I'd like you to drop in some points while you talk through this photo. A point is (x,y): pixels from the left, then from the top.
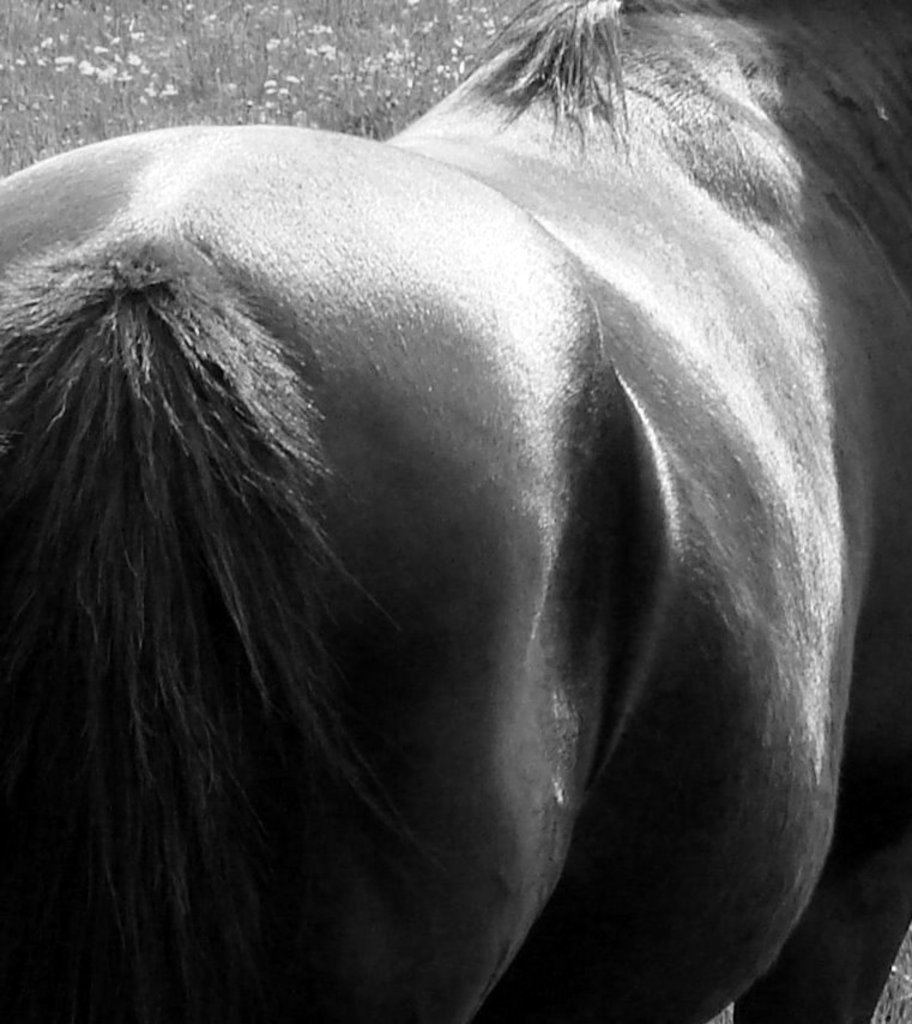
There is an animal (589,167) standing. In the background (17,15), there are plants (255,27) having flowers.
